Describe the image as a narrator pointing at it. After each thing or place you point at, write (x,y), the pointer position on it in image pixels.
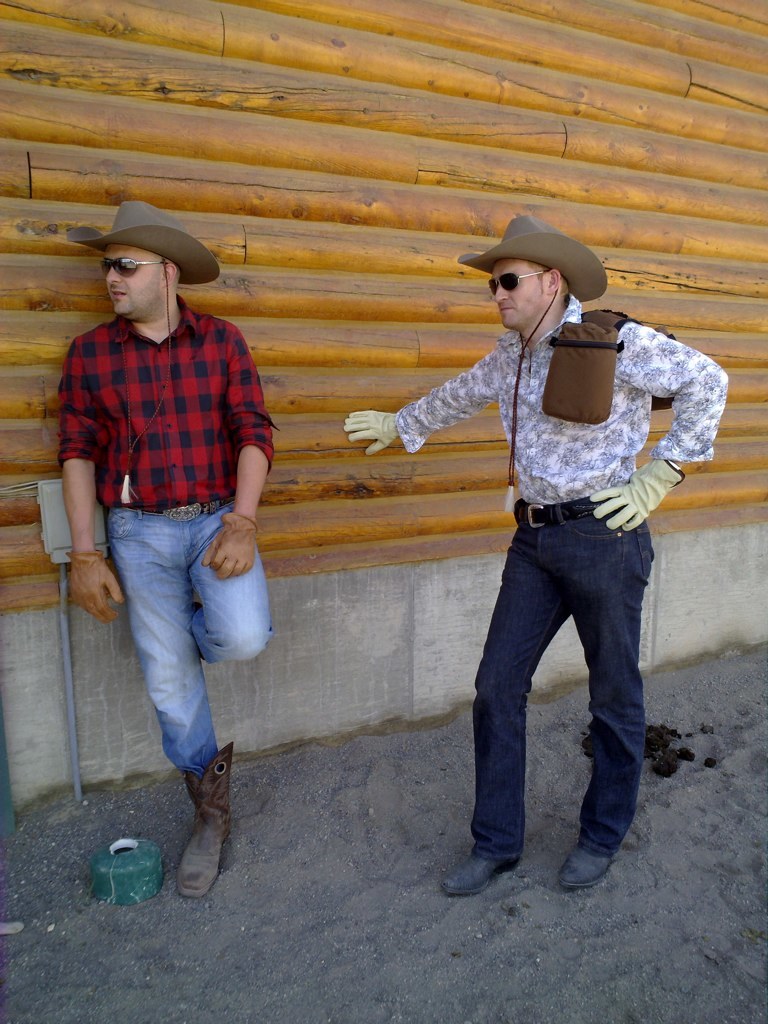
In this picture we can see two men (138,650) wore goggles (113,267), caps (107,236) standing on the ground (311,816) and in the background (269,399) we can see wall (451,18).
